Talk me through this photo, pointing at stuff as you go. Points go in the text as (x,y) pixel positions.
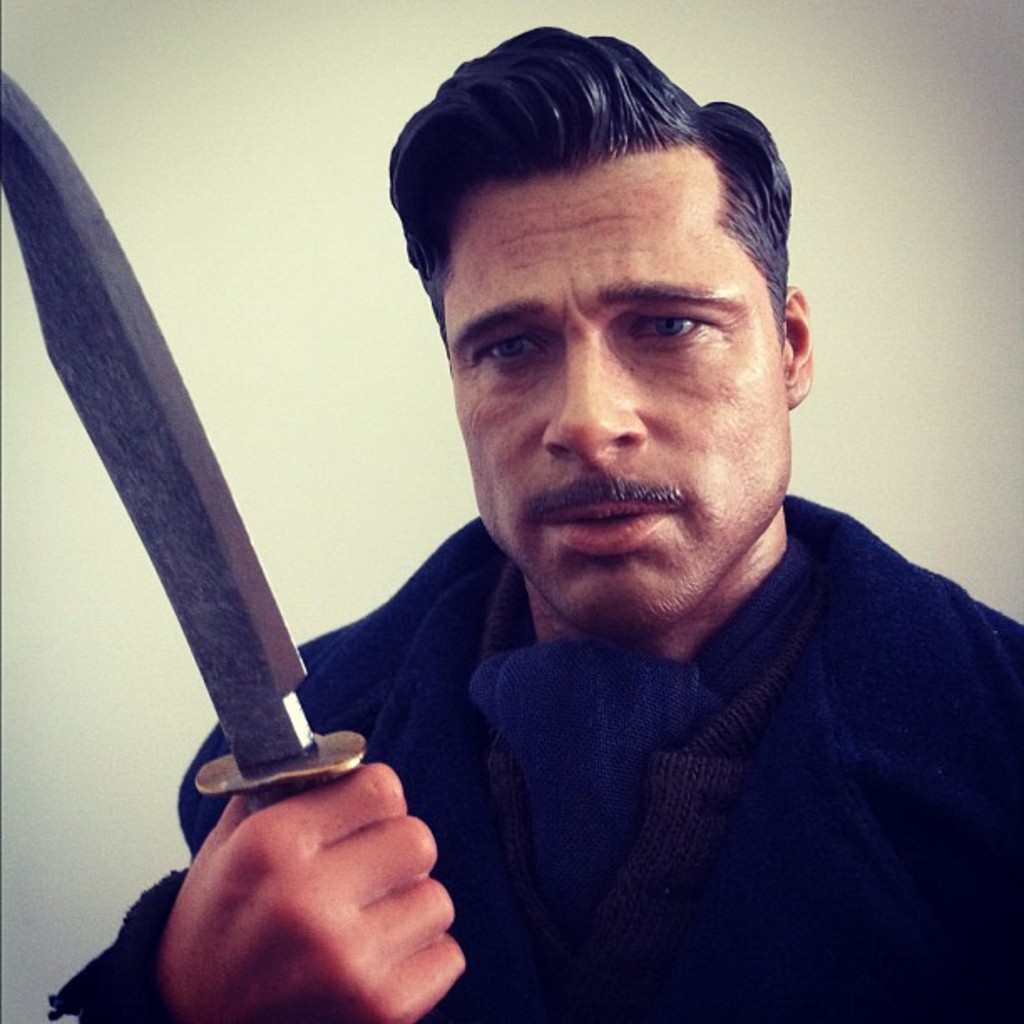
An idol (658,388) of man (633,601) holding a knife (244,642) is shown in the picture.
